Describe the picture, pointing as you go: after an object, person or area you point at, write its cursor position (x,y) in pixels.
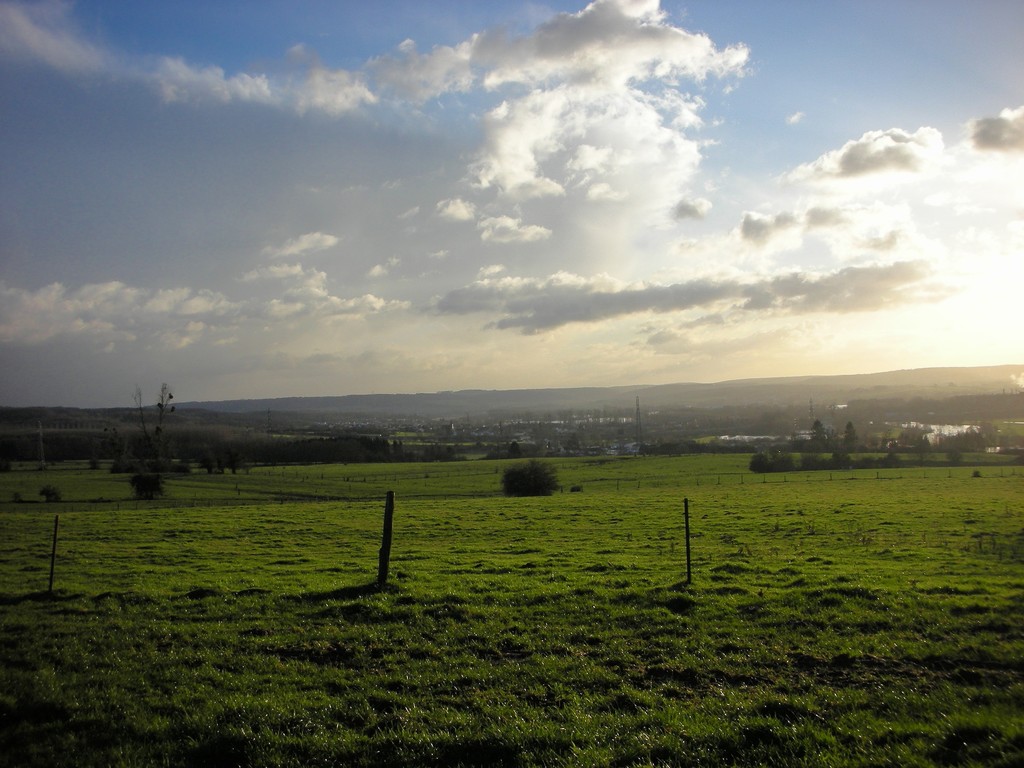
In this picture I can see many trees (180,462), plants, grass (413,541) and farmland (313,634). On the right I can see the water (934,432). In the background (409,401) I can see the mountains (889,375). At the top (533,226) I can see the sky (396,241) and clouds (635,22). In the top right (959,227) I can see the sun's beam (975,216).
